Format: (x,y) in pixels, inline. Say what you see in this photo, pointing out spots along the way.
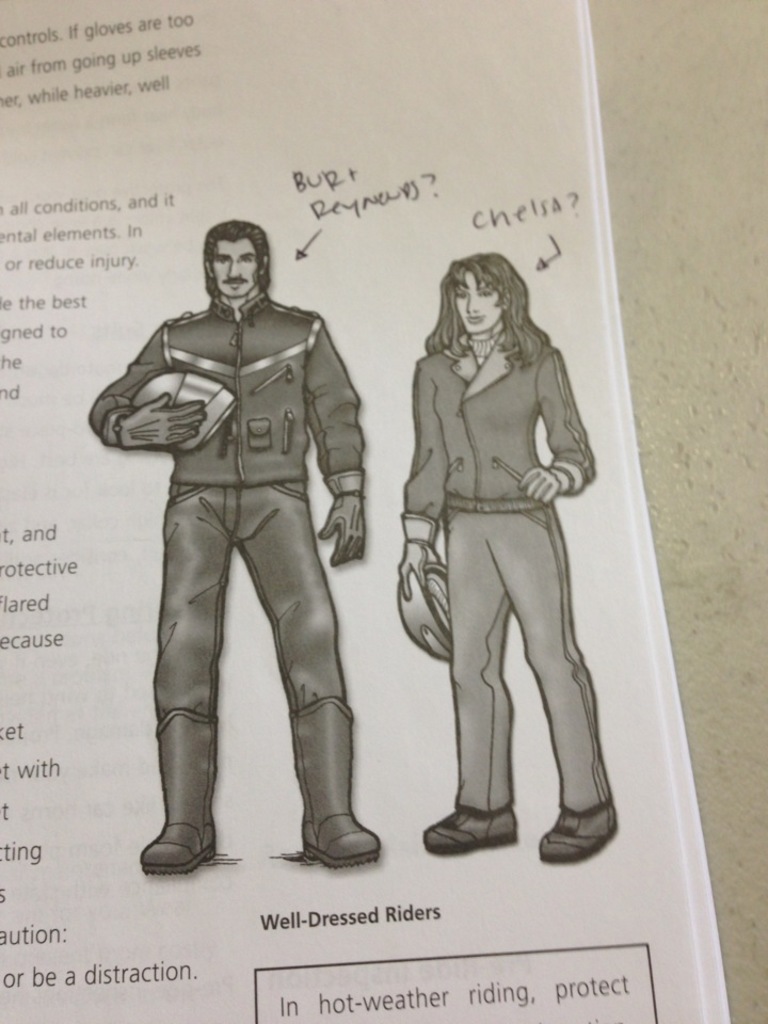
In this picture we can see a paper (261,639), on which we can see some images (320,561) of a person's (325,655), side we can see some text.
